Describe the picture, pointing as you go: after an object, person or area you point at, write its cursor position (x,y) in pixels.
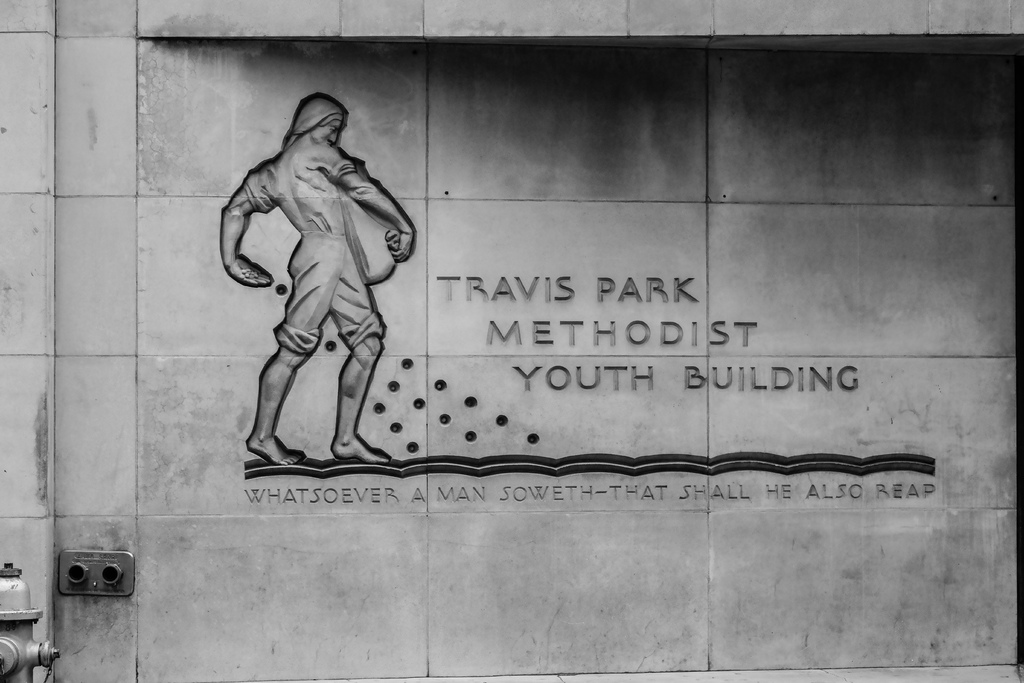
In this image, we can see a human shape carving (353,440) on the wall (595,484). Here we can see some text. Left side (9,648) bottom corner, there is a hydrant (22,647). Here we can see some object (112,583).
